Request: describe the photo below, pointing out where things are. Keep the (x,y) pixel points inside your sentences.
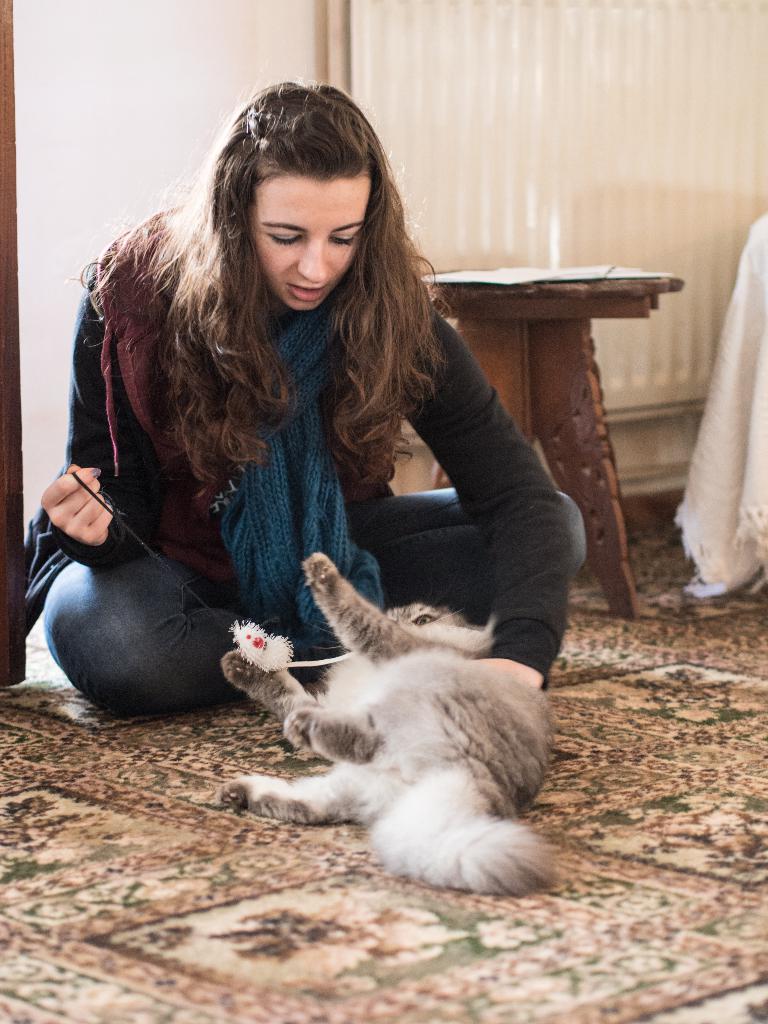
In the center (296,455) we can see one woman (338,526) she is playing with one cat (456,704). Coming to the background (477,119) there is a radiator (529,135).
